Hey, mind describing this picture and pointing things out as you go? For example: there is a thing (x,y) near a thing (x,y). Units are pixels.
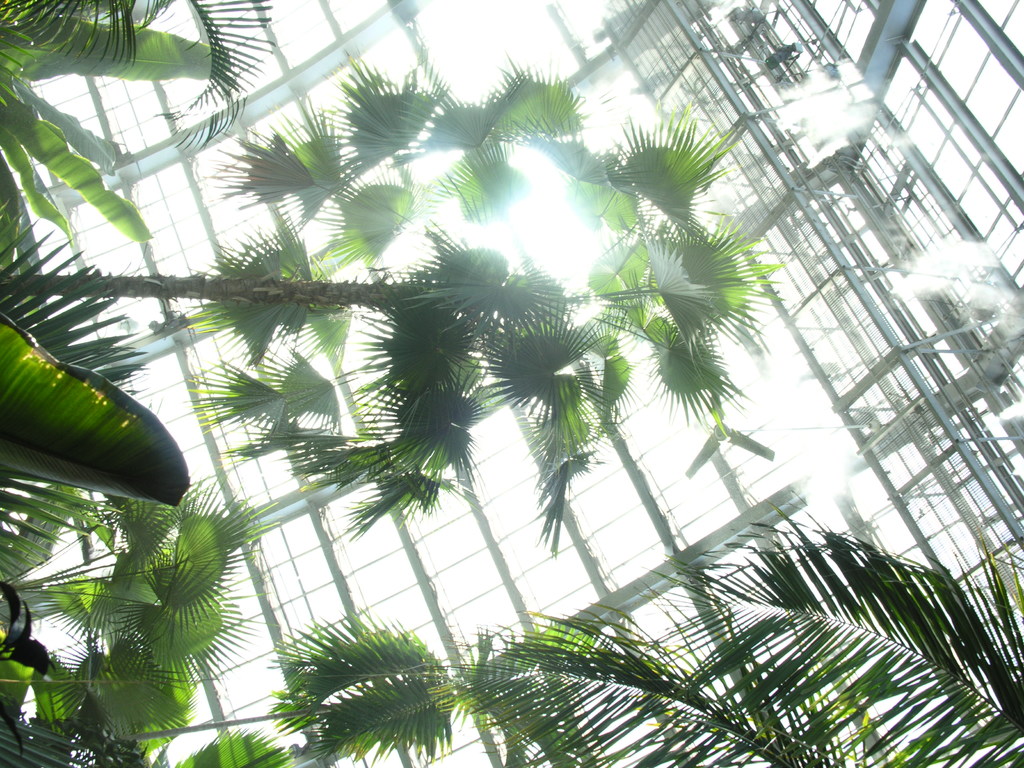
The picture consists of palm trees (401,371). In the background (721,76) it might be ceiling (617,517) and there are iron frames (931,358). From the ceiling (676,513) it is sunshine (672,416) falling inside.
